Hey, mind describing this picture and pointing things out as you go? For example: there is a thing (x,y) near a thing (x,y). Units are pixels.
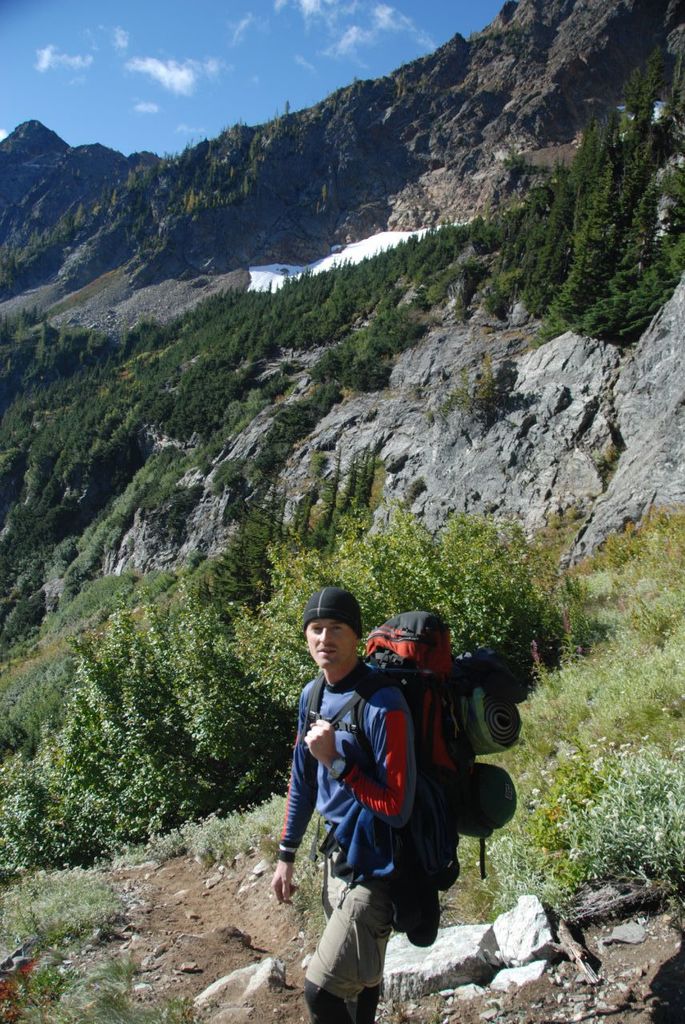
In this image we can see one man (357,848) is standing, he is carrying orange bag (423,721) and wearing blue t-shirt (372,834). Background of the image we can see mountains (500,444) with trees (178,507) and sky (162,82).
